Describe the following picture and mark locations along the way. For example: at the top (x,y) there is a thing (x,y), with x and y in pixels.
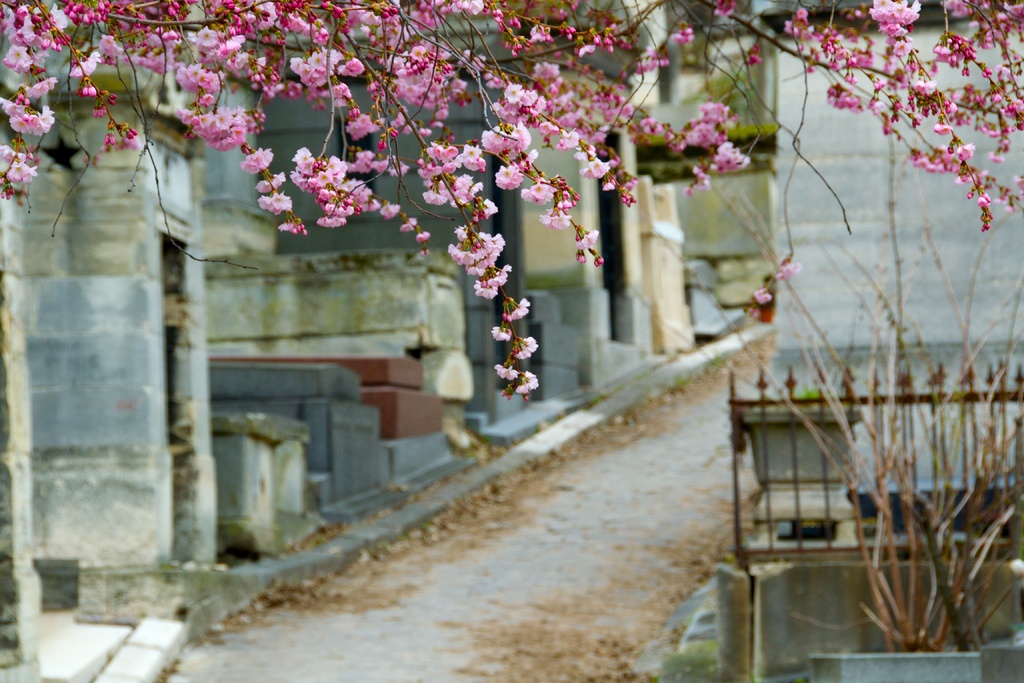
At the top of this image (383,55), there is a tree (114,15) having pink color flowers (520,135). In the background (661,464), there is a road (678,391). On the left side of this road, there are buildings (26,284). On the right side of this road (649,423), there is a building (979,225), there is a fence (791,417) and there is a dry plant (889,528).
